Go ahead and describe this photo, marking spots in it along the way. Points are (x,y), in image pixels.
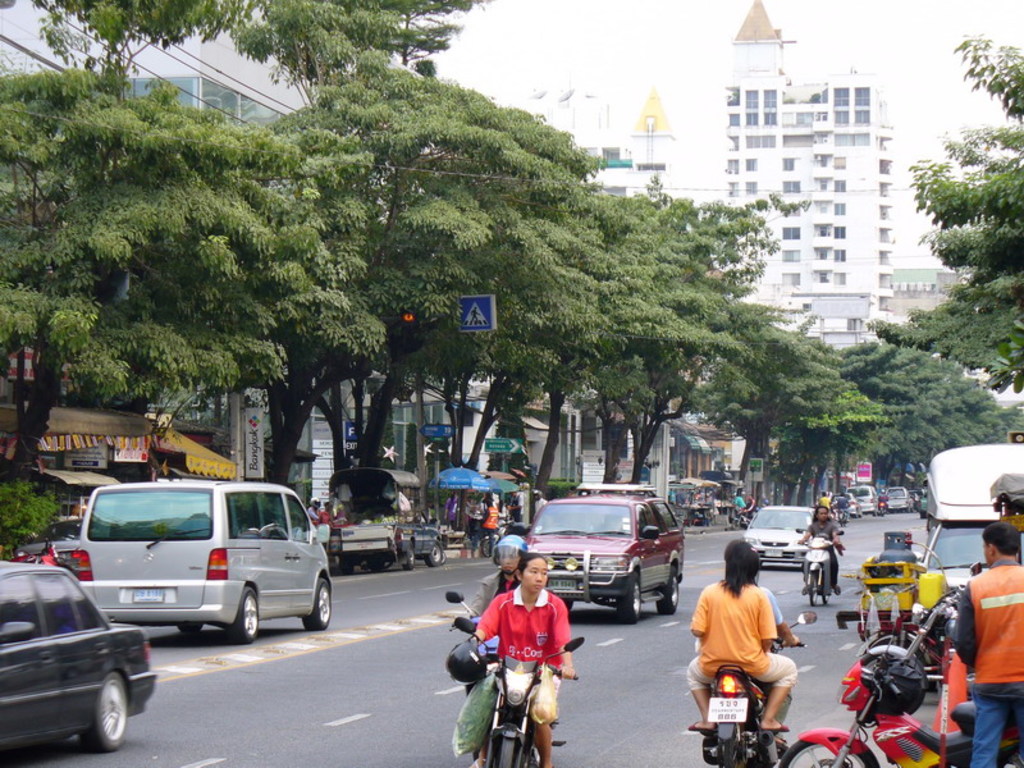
In this image there is a road (437,594) in bottom of this image (372,628) and there are some vehicles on the road (779,584) as we can see in the bottom of this image (647,700). There are some trees (283,365) in middle of this image (399,425), and there are some buildings (539,416) in the background (882,239). There is a sky (579,48) on the top of this image (549,38).
